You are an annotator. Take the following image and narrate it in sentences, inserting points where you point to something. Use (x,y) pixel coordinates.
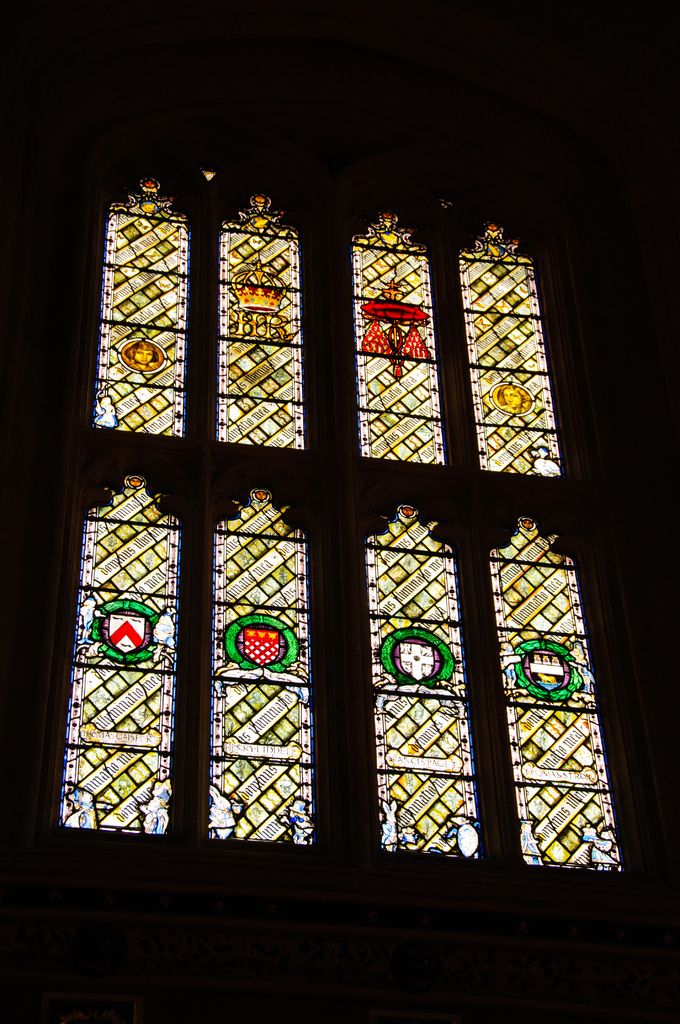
In this image there are windows (242,705) to a wall (220,937).
